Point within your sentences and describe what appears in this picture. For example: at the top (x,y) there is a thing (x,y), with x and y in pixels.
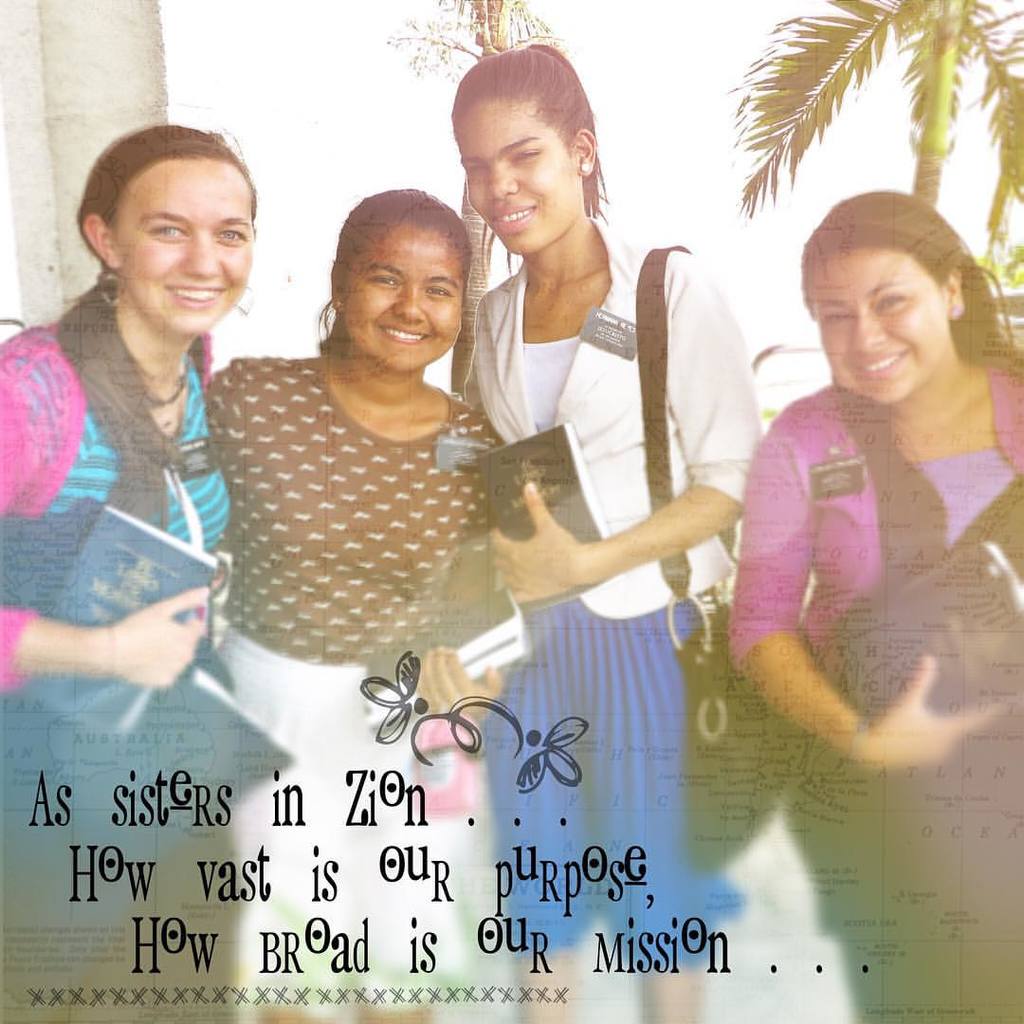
In this picture there are girls (968,442) in the center of the image (456,528), by holding books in their hands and there are trees (782,65) in the background area of the image (988,76).
